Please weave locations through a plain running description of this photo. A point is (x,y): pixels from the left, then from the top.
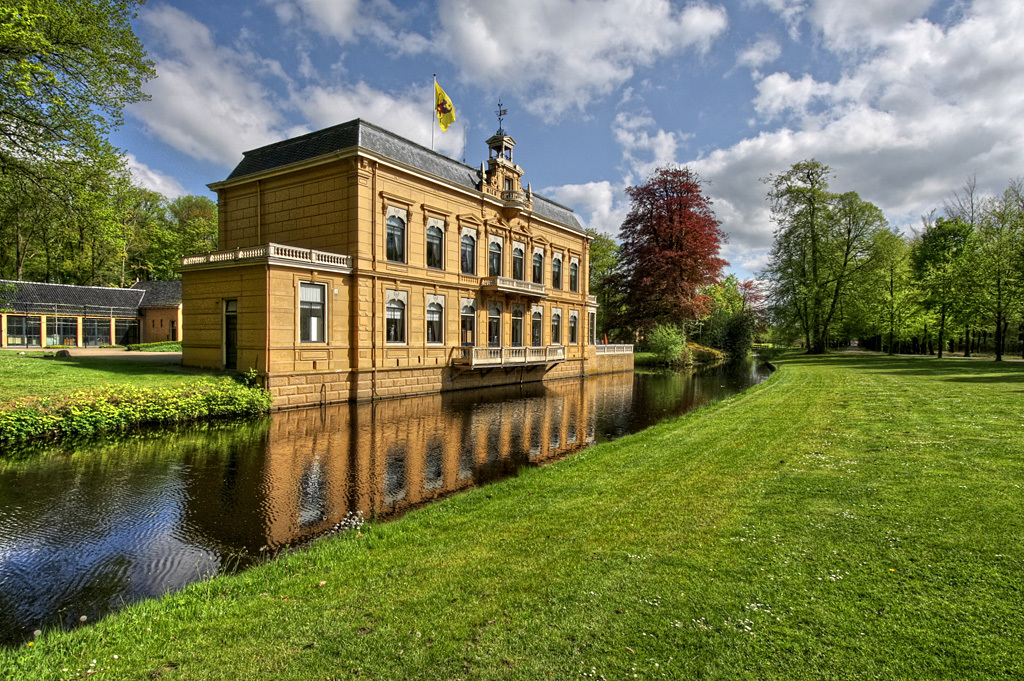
In this image on the left (249,271), there are buildings (331,334), trees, flag (442,117), water (366,453), grass (107,371). On the right (956,419) there are trees (936,321), grass (912,479), sky (703,87) and clouds (804,148).
